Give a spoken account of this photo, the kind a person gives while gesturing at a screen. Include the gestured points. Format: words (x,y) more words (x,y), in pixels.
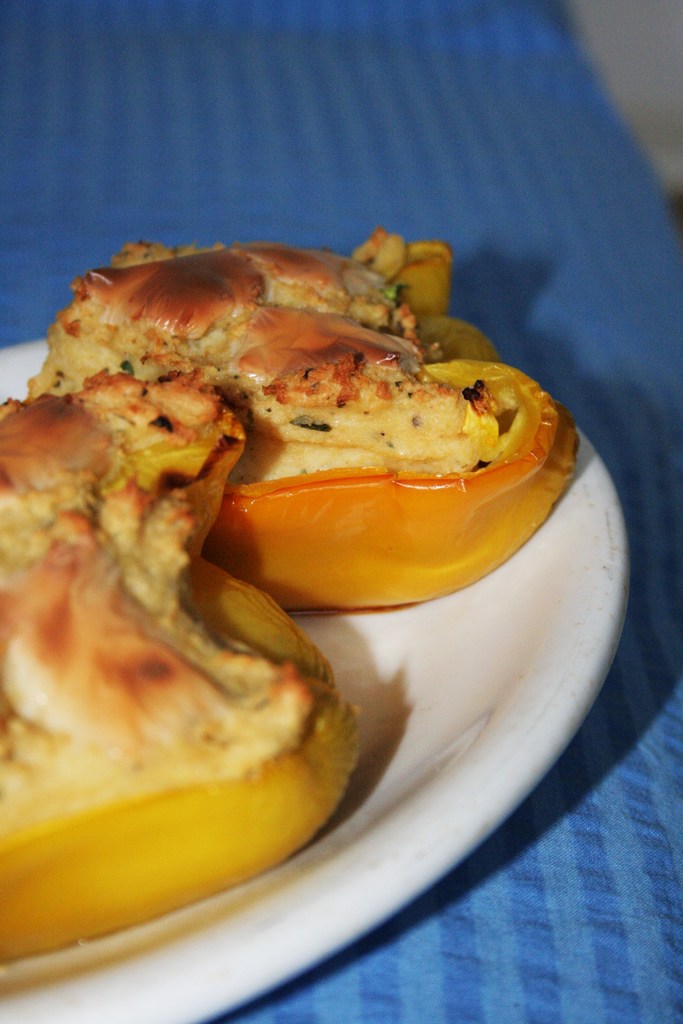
In this picture there is a table (658,628), on that table (655,299), we can see a cloth (540,83) and a plate (427,850), on the plate (437,855), we can see some food items (143,784).
